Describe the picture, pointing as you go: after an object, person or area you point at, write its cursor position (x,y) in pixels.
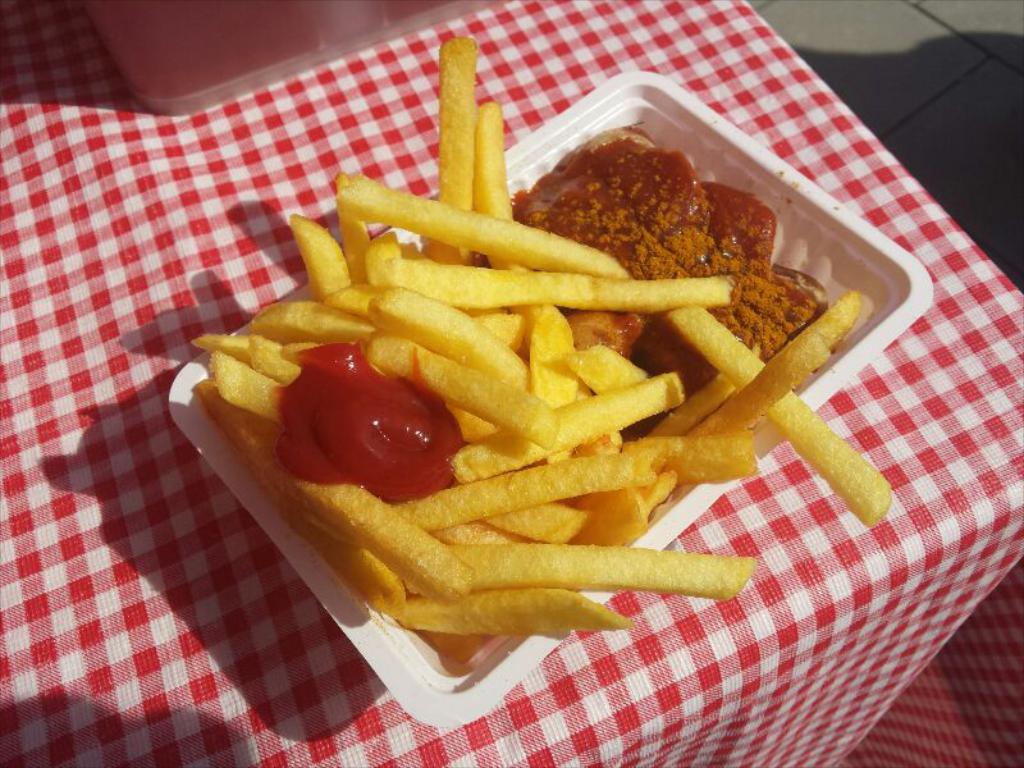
In this image I can see a white colour plastic box (536,145) and in it I can see fries (477,401), sauce (598,227) and few other foodstuffs (731,323). Under the box (770,181) I can see a colourful cloth (934,294) and on the top left side of this image (147,92) I can see an object (169,97).
